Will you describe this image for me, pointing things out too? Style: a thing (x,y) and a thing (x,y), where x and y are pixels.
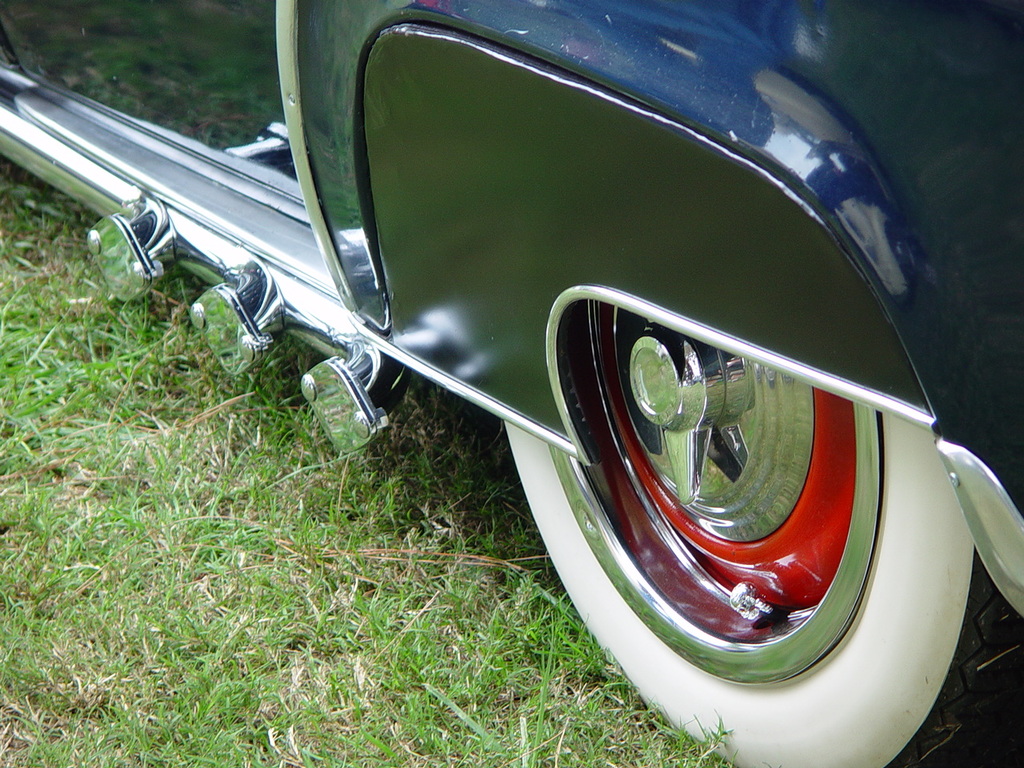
In this picture there is a car (488,396) in the center of the image (548,413), on the grassland (487,589).
